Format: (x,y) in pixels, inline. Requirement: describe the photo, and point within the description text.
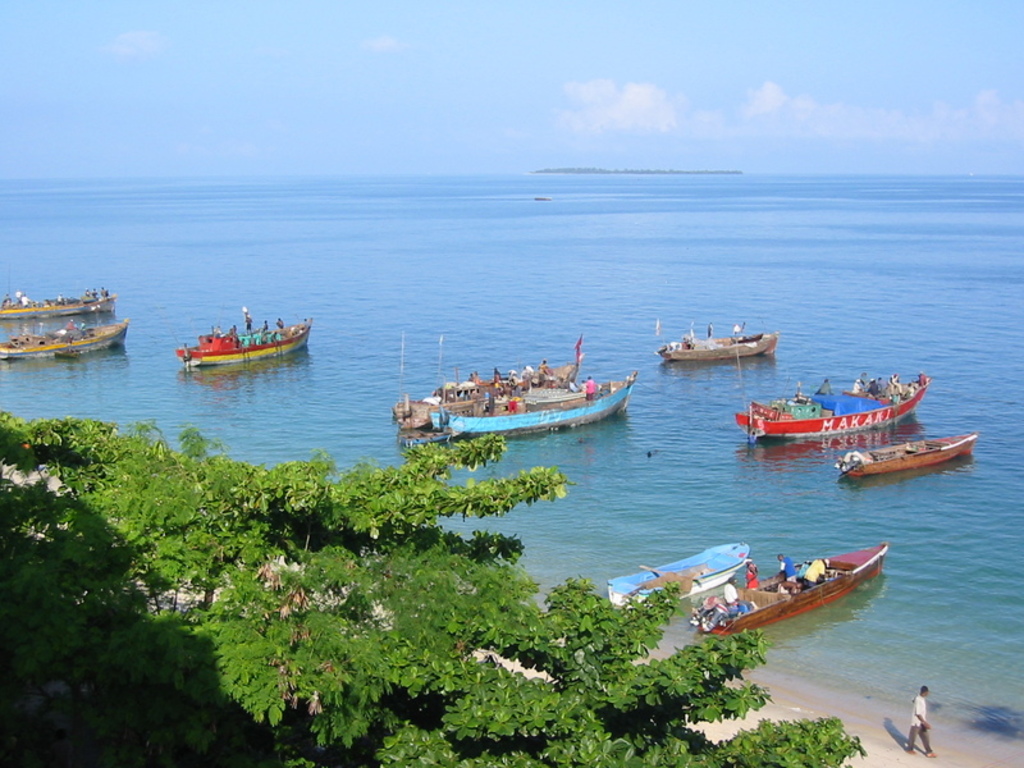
In the image in the center (529,424), we can see trees (330,676), boats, water (984,417), flags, etc. In the boat (27,340), we can see a few people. In the background (721,269) we can see the sky (587,72), clouds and water (560,197).
